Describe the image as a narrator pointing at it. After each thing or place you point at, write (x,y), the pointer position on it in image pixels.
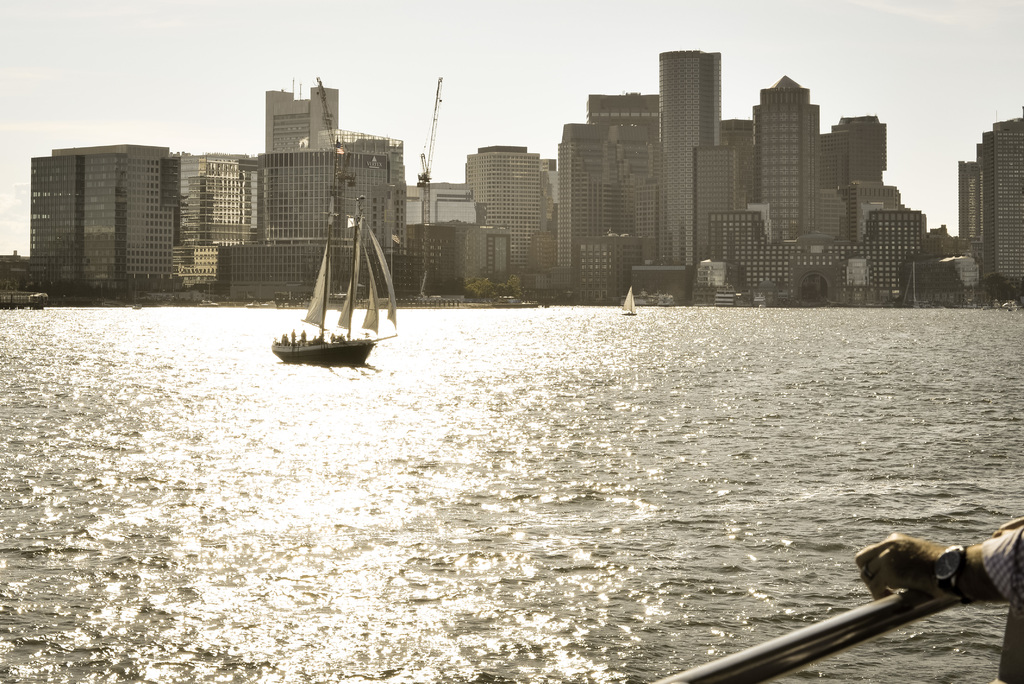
In this image I can see a boat (321,294) on the water (199,355). Background (731,239) I can see few buildings (176,223) and the sky (377,39) is in white color.
